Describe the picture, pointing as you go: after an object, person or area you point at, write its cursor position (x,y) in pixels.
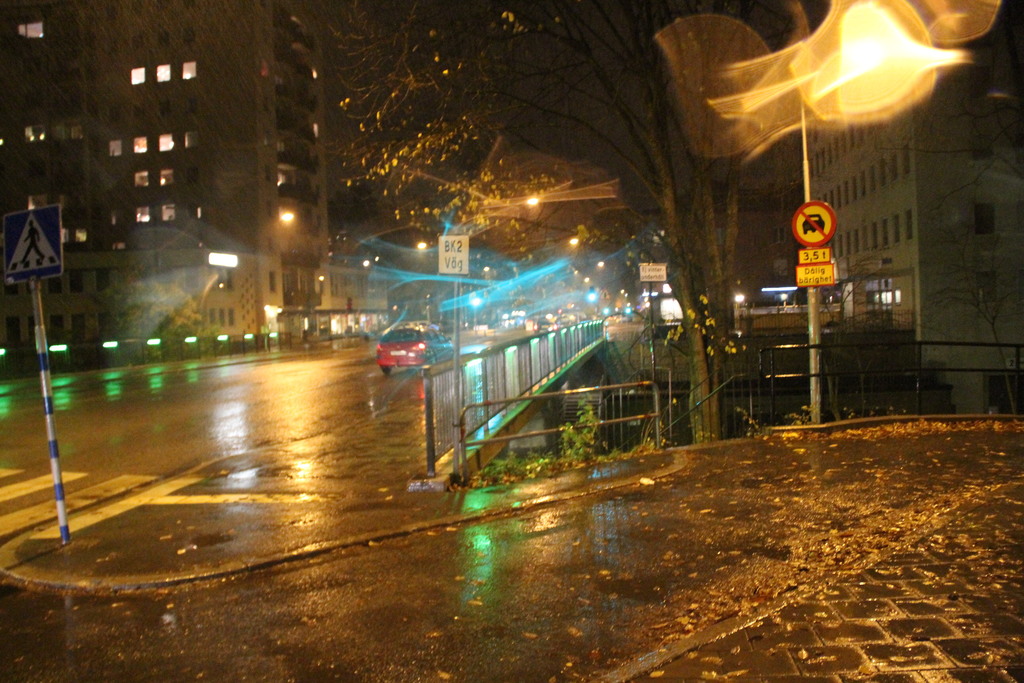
In the image we can see a vehicle (380,357) on the road (378,383) and the road (399,381) is wet. This is a pole (454,349), board (42,233), fence (488,378), footpath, lights (865,61), trees (581,126), buildings (209,138) and windows (141,143) of the buildings (159,146), this is a grass (533,465).
